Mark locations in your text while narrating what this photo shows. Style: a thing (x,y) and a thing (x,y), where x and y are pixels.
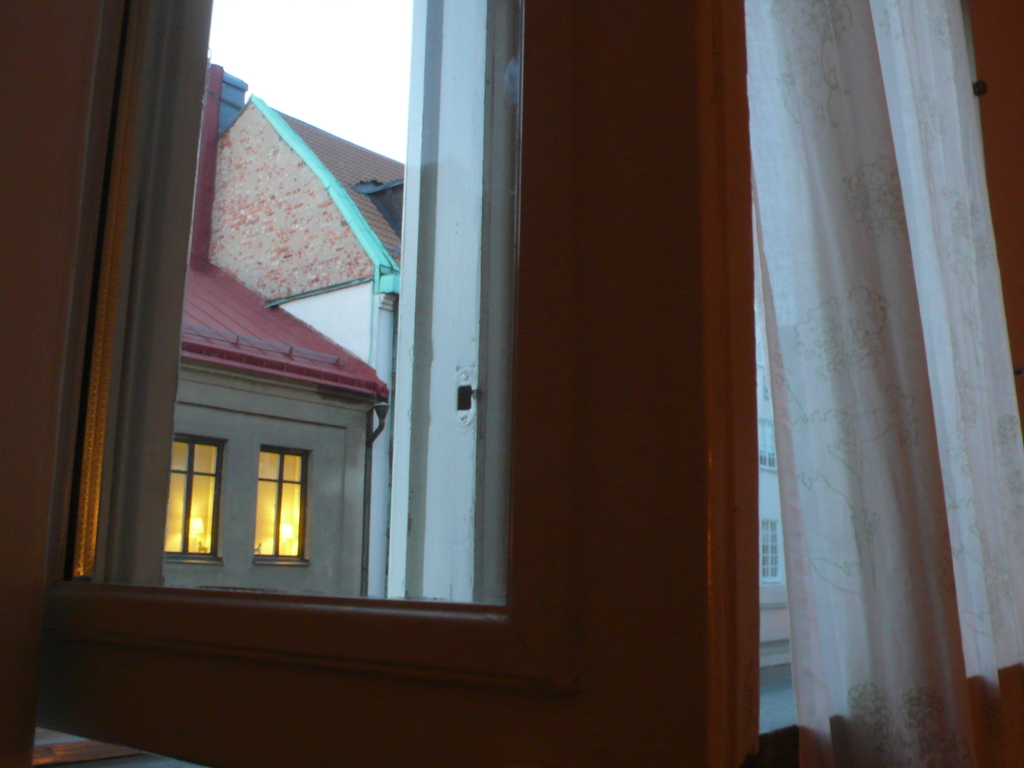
In this image I can see a window (750,529), and curtain (943,455) in white color. Background (330,269) I can see a building (221,295) in white and red color and sky (291,60) in white color.
